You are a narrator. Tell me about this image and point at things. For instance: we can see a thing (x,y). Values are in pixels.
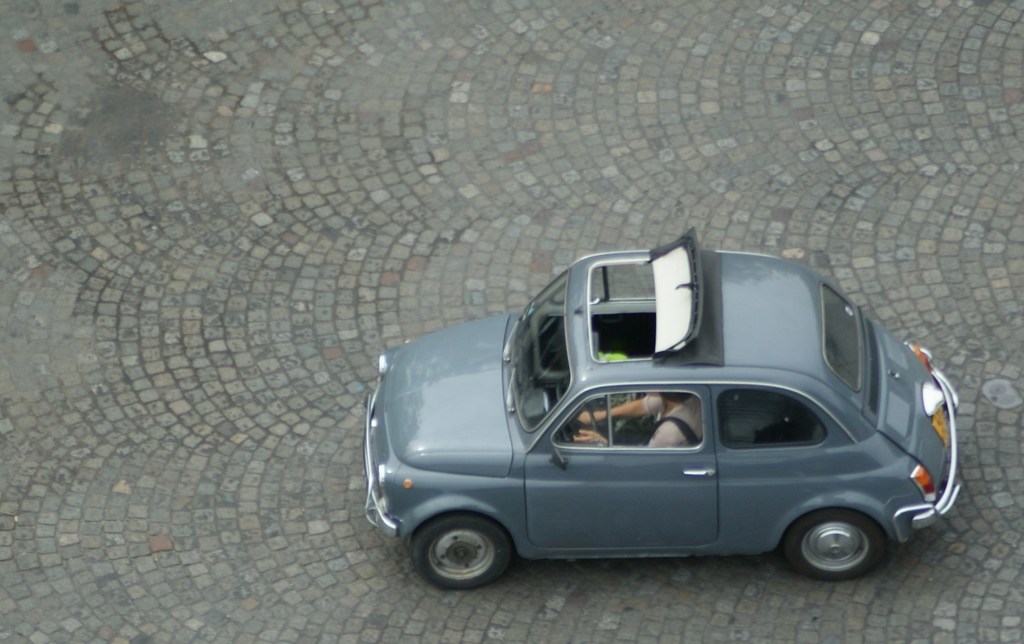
In this image we can see a car (664,457) and a person (669,440) is sitting in a car (469,411).
